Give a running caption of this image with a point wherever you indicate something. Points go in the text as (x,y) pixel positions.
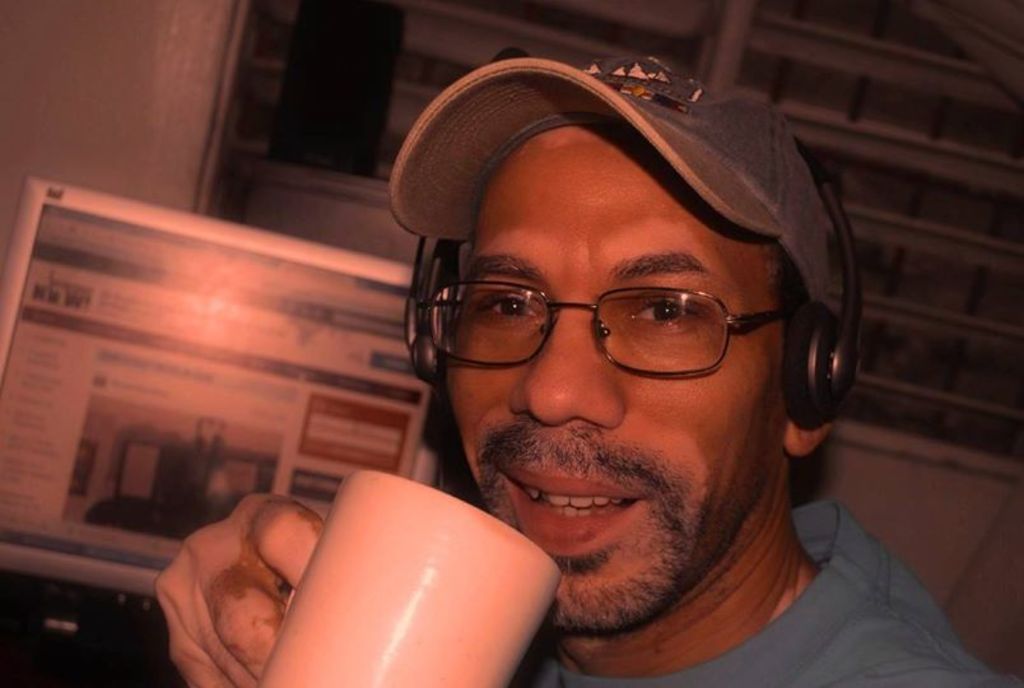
In this image there is a man (751,505) in the middle (648,382) who is wearing the cap (743,145), spectacles (630,294) and headphones (845,355) is holding the cup (329,566) with his hand (304,568). In the background (258,372) there is a computer (101,419). Behind the computer (244,239) there is a window (269,69).
